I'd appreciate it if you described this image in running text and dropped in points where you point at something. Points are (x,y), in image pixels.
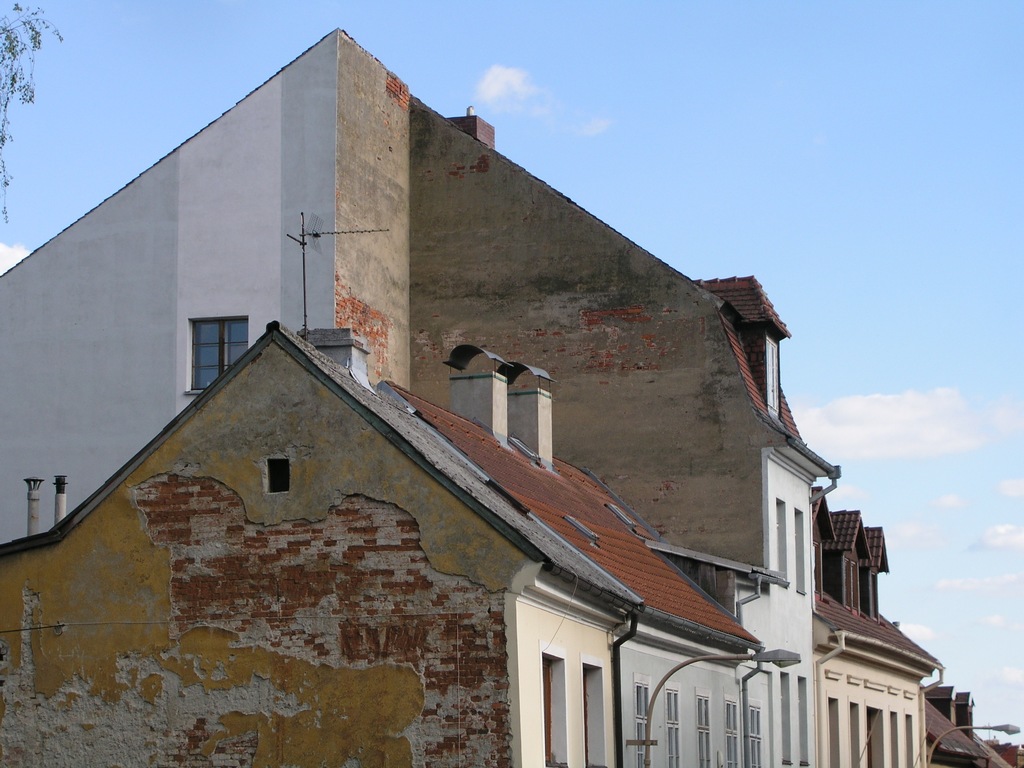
In this picture we can see buildings (472,580), lights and poles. In the background of the image (602,103) we can see the sky (976,455). In the top left side of the image (55,26) we can see leaves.
